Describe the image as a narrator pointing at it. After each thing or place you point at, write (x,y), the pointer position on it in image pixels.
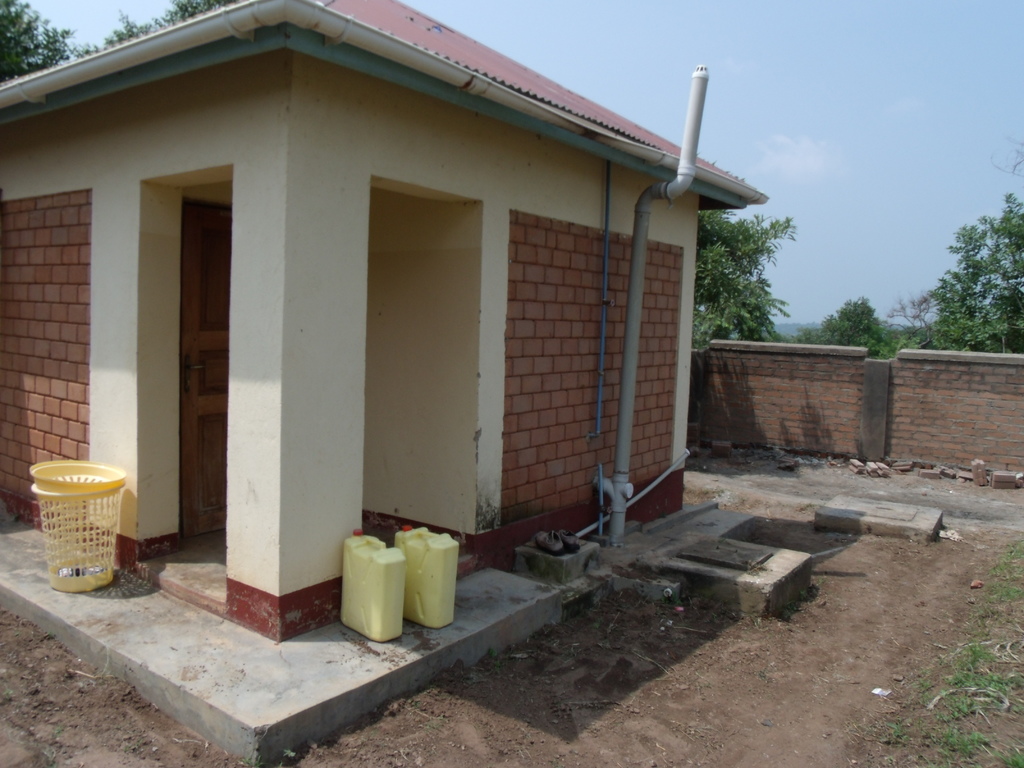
In this image, we can see a shelter house (284,223). There are water drums (446,541) at the bottom of the image (345,577). There is a trash bin (86,506) on the left side of the image (86,506). There is a wall (914,399) and some trees (967,326) on the right side of the image (999,365). There is a sky (936,285) at the top of the image (554,54).
